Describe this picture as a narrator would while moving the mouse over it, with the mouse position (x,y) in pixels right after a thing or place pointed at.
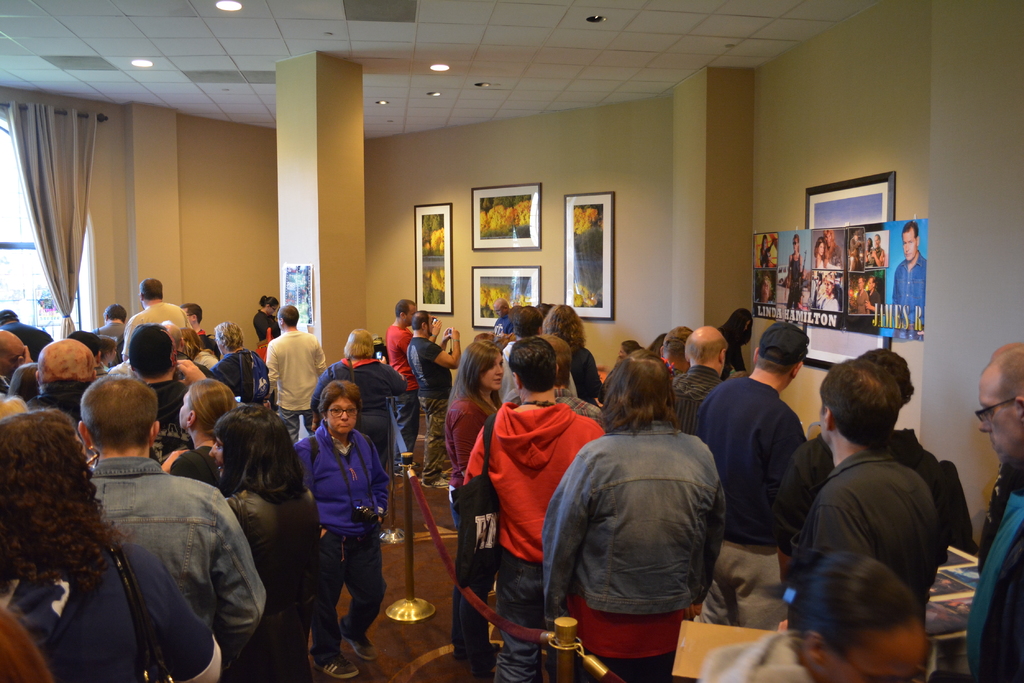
This picture is clicked inside the hall (71,527) and we can see the group of people (483,391) seems to be standing and we can see the ropes (539,633), metal rods (411,497). In the background (634,155) we can see the wall (645,159), pillar (696,183), picture frames (875,204) hanging on the wall (761,216) and we can see the text (795,311) and the pictures (806,258) of group of people (835,259) on the posters (771,234) attached to the wall (768,199). At the top (692,54) there is a roof (594,60) and the ceiling lights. In the background (67,198) we can see the curtain (85,191) and the window (52,297) and we can see the group of people (419,345) holding some objects (432,321), standing and seems to be taking pictures and we can see some other objects (487,446).
